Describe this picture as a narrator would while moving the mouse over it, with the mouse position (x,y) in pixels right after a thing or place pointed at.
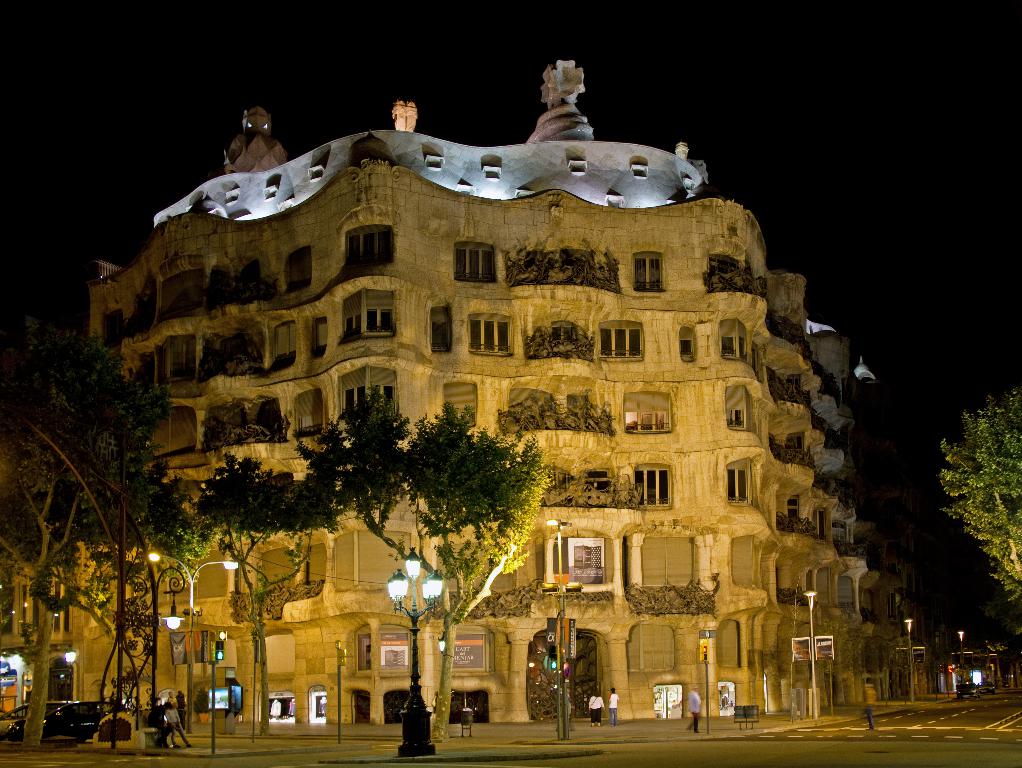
This picture is clicked in the city. Here, we see people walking on the road (742,767). Beside them, we see traffic signals (564,729) and we even see street lights (417,747) and poles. On either side of the road (952,753), we see trees (1016,520), There is a black car (87,717) moving on the road (504,764) and in the background (186,481), we see a building (604,305) which is beige in color. At the top of the picture (451,130), it is black in color and this picture might be clicked in the dark.
